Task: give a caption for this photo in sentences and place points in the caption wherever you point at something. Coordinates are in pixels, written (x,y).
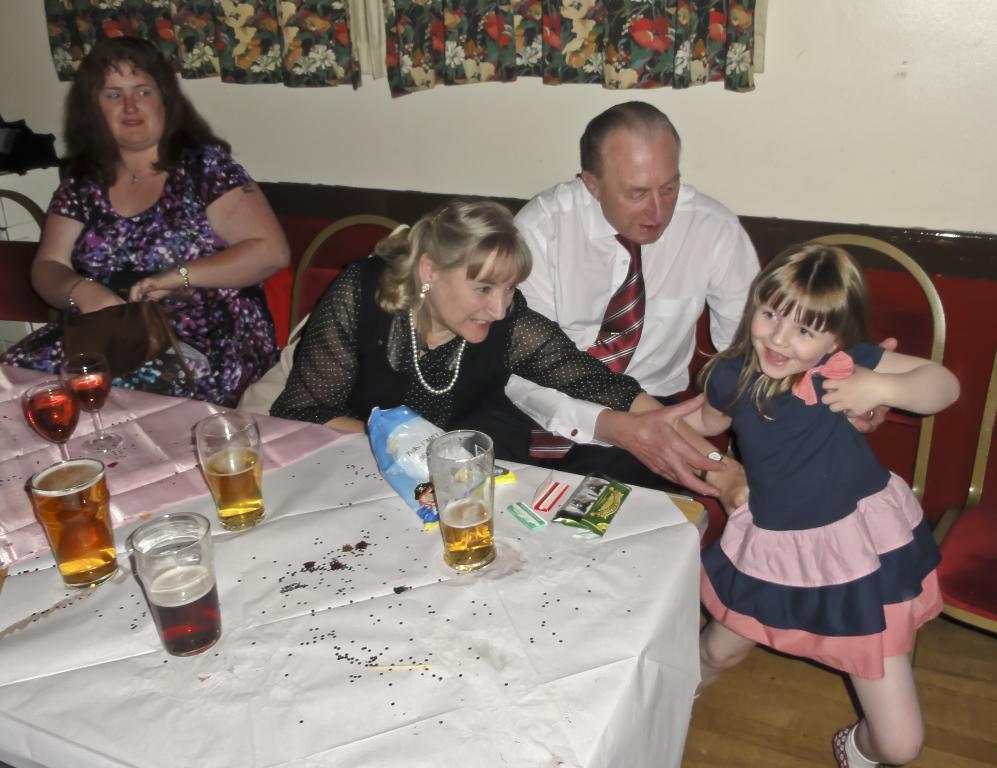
In this image there are group of persons (211,212) sitting on the chair (905,430). In the center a table (469,636) is covered with white colour cloth (322,670). On the table (138,579) there are glasses (466,506), packet (429,507), paper (554,489). In the background (479,29) there is a wall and curtain (514,47).
